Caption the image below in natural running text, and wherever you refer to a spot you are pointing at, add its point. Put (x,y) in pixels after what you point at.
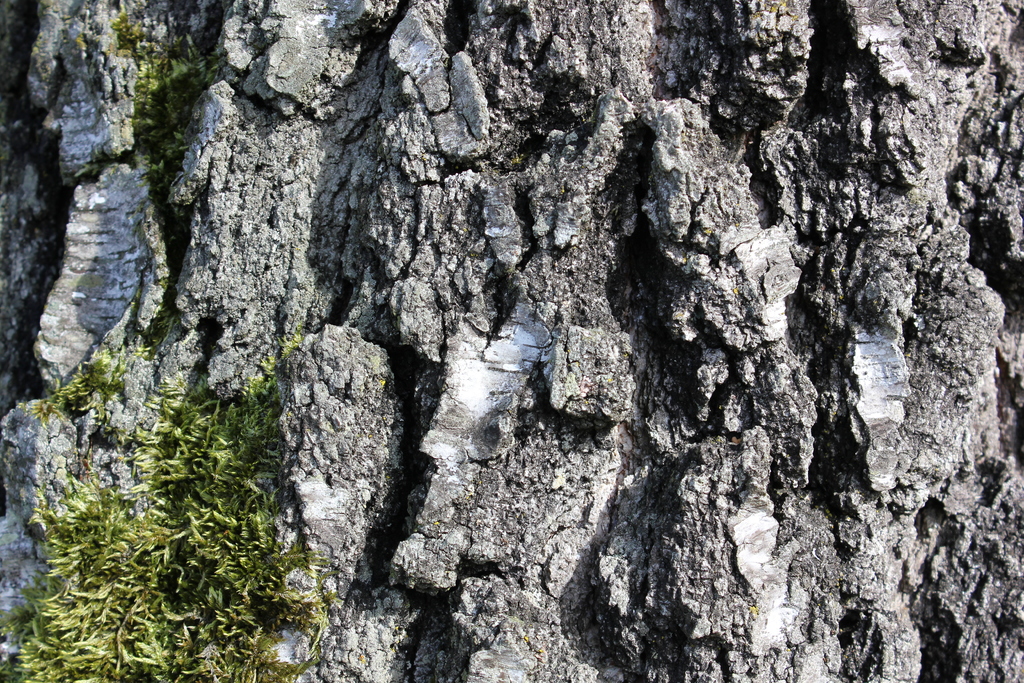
In this image, we can see a tree trunk (454,229) with some cracks (827,151) on it and there is also some moss (178,549) on the trunk (740,77).
